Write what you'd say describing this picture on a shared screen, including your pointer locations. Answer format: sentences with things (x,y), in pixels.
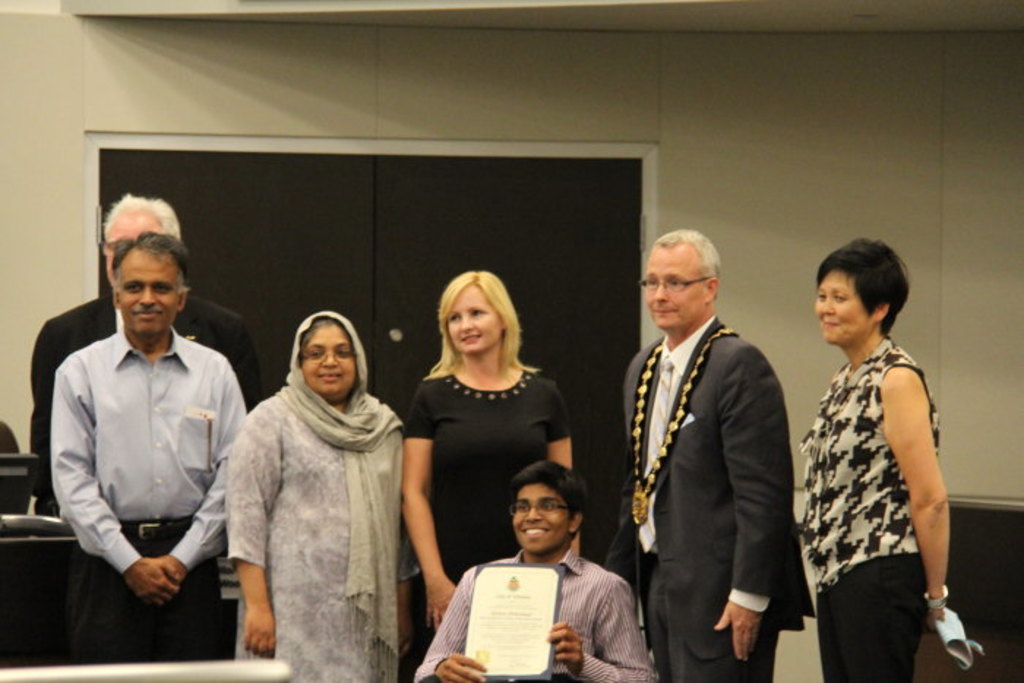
In this image we can see many persons (626,429) standing on the floor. At the bottom of the image (560,472) we can see person (530,477) sitting and holding a certificate (491,642). In the background (6,71) we can see door (519,223) and wall (335,85).
